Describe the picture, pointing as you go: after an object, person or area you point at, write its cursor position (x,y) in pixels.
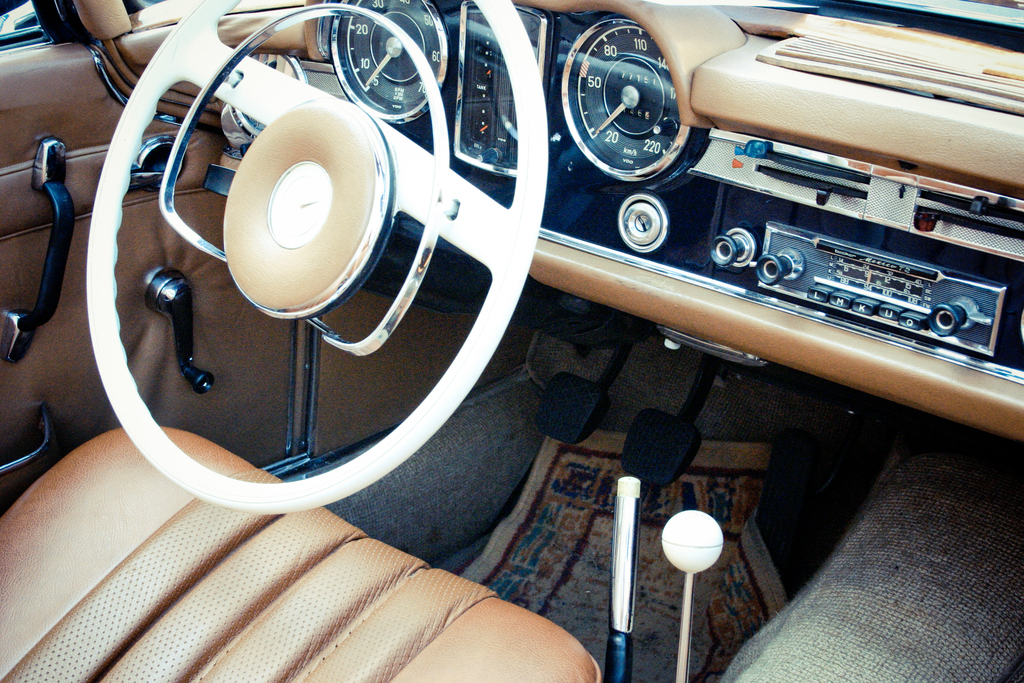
This is an inside view of the vehicle (731,204), in this image in the center (396,329) there is a steering (335,271) and a music system (818,270) and speed meter (618,163). At the bottom (223,591) there is seat (251,602), and in the background (70,242) there is a door (71,292).
